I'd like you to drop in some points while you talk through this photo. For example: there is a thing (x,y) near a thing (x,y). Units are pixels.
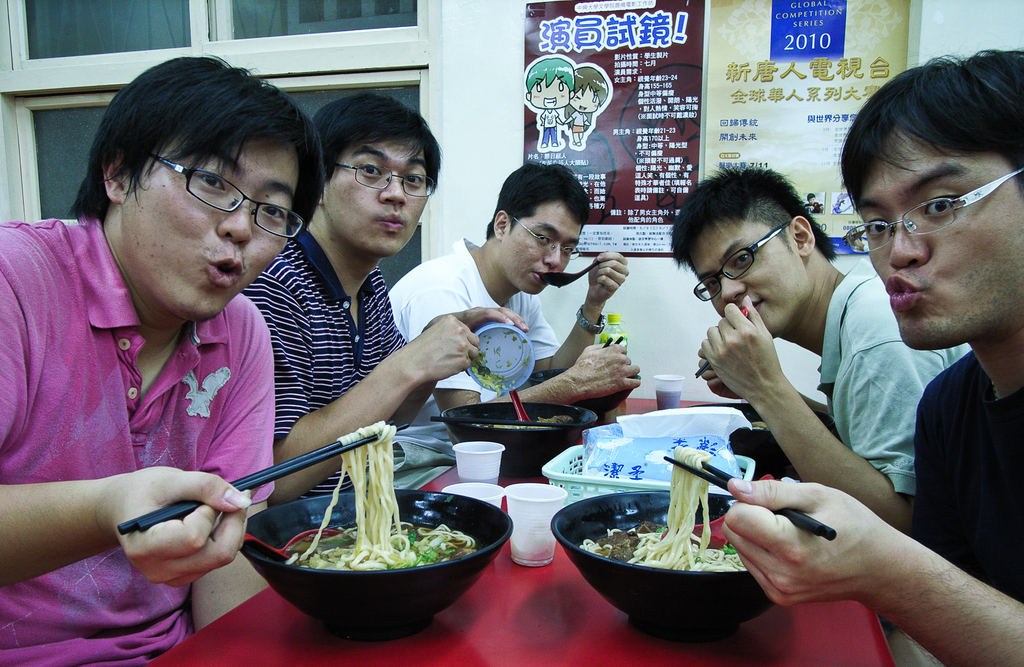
In this image we can see group of people (346,340) are eating some food items (386,480). On the top of the image (615,41) we can see two posters (604,91).
